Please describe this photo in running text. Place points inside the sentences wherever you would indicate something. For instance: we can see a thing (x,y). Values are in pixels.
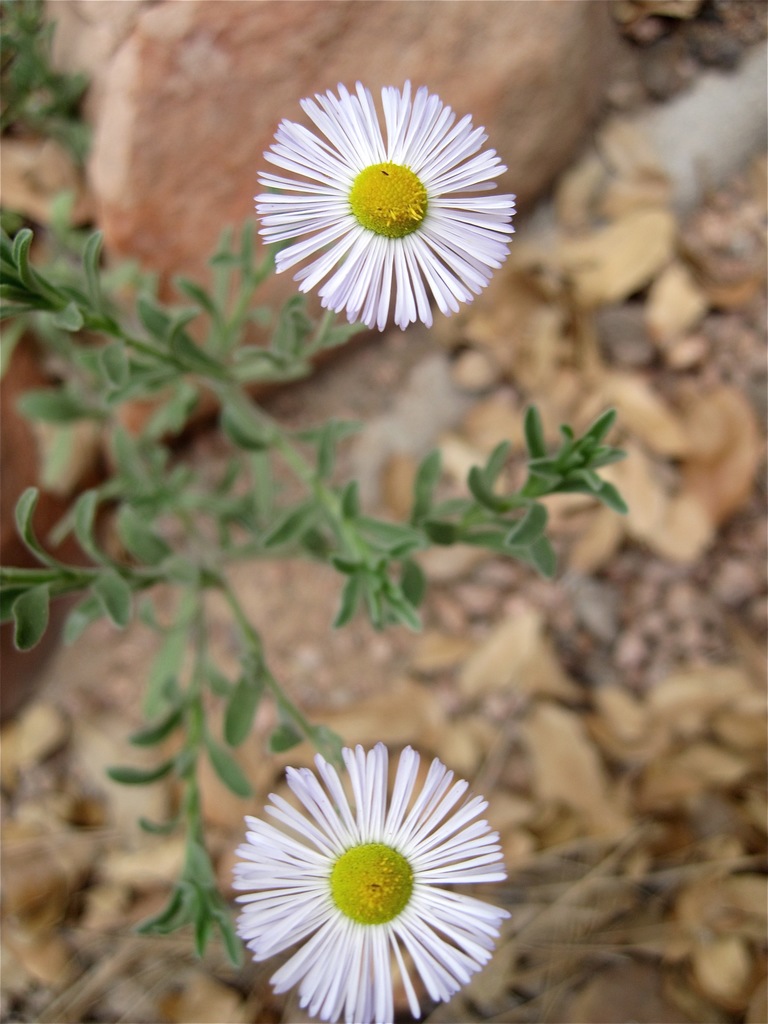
In the image we can see some flowers (369,94) and plants (36,59).
